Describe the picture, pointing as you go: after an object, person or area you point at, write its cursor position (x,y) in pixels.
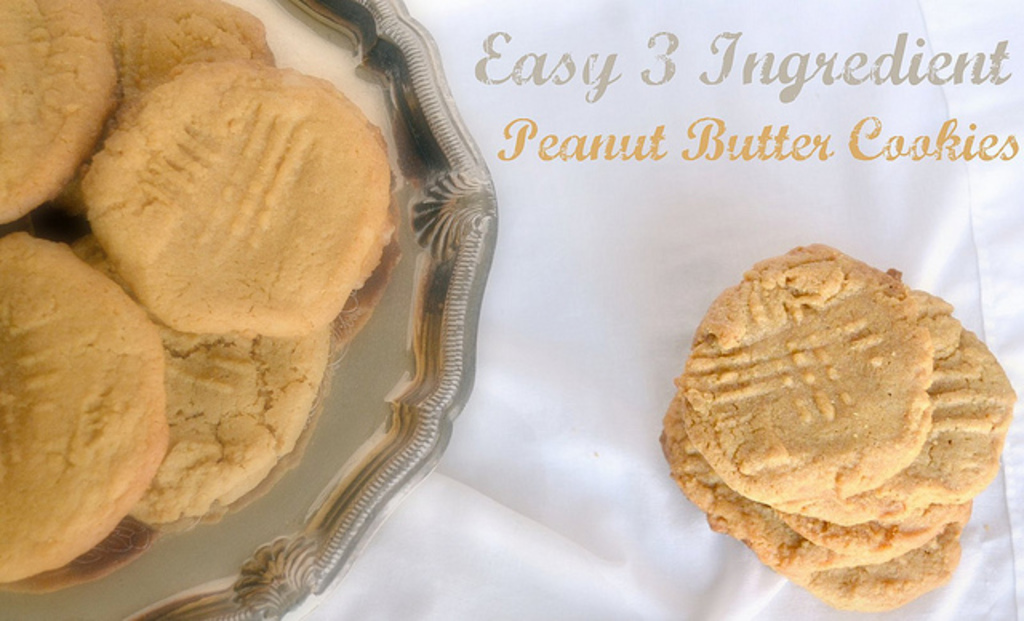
In this image there are cookies (228,294) on a plate (339,325) and on the table (624,328). At the top of the image (645,151) there is some text (860,82).
